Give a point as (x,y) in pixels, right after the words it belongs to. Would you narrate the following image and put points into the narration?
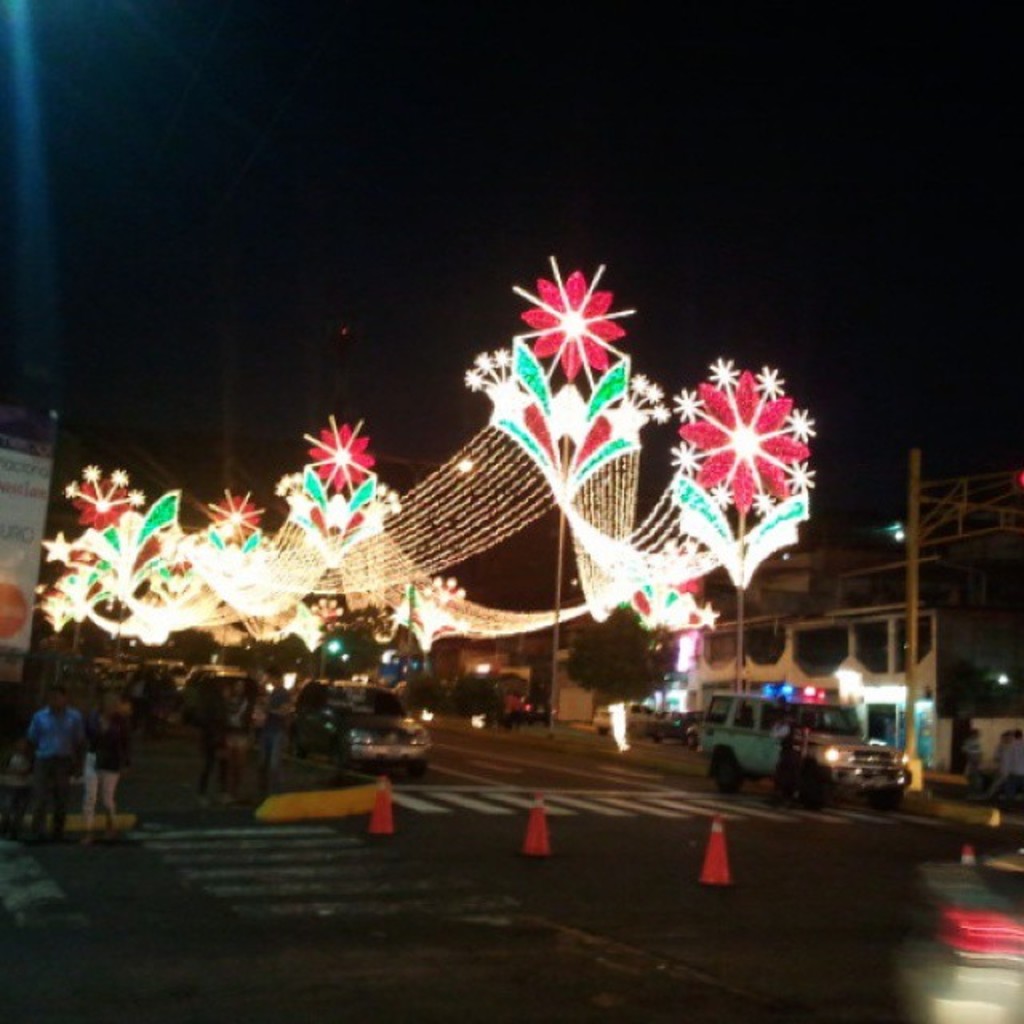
In this image we can see buildings (987,579), motor vehicles (321,722) on the road (473,825), traffic cones (384,820), persons (275,770) standing on the road (558,787), decor lights (216,624) and sky (446,367).
